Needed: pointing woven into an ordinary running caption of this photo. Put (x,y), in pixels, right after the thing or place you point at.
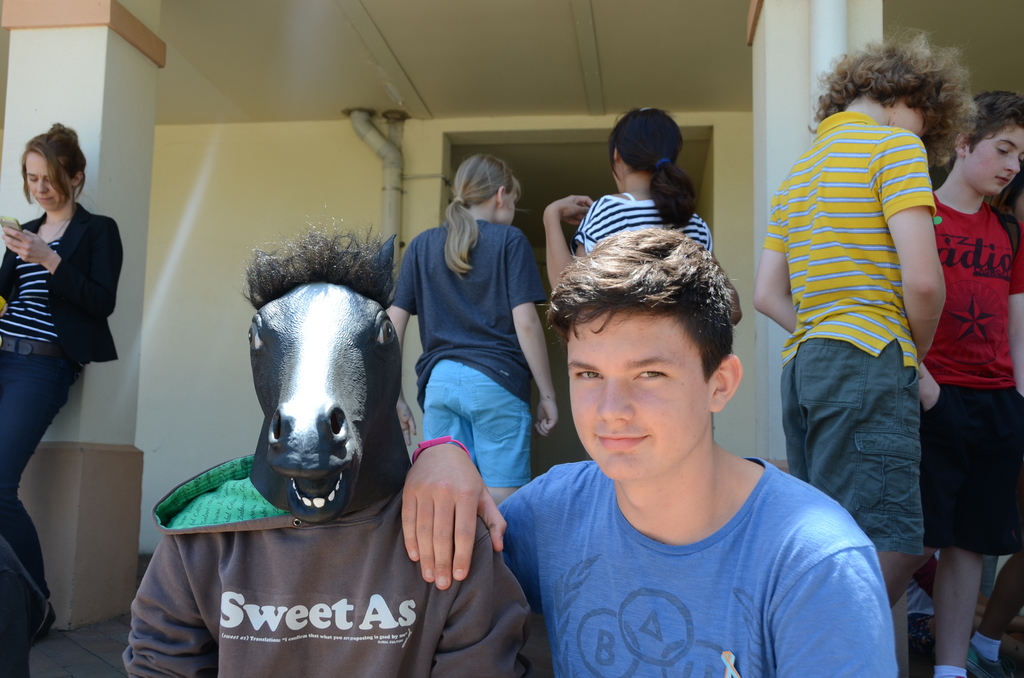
In this image I can see few people (531,370) where two (408,483) are sitting and rest all are standing. I can see one of them is a wearing horse mask (266,379) and here I can see she is holding a phone (16,225). In the background (842,40) I can see few pipes (373,149).
